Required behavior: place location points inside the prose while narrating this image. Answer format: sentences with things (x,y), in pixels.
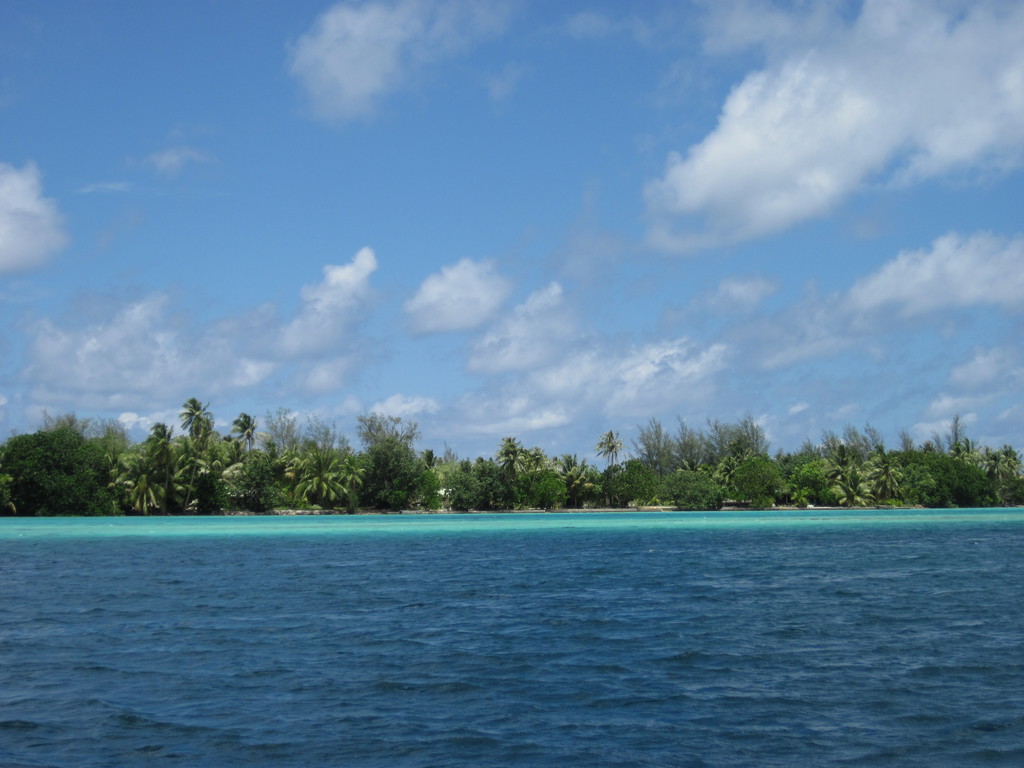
In the picture I can see trees (672,472) and the water (454,595). In the background of the image (453,206) I can see the sky (397,186).
